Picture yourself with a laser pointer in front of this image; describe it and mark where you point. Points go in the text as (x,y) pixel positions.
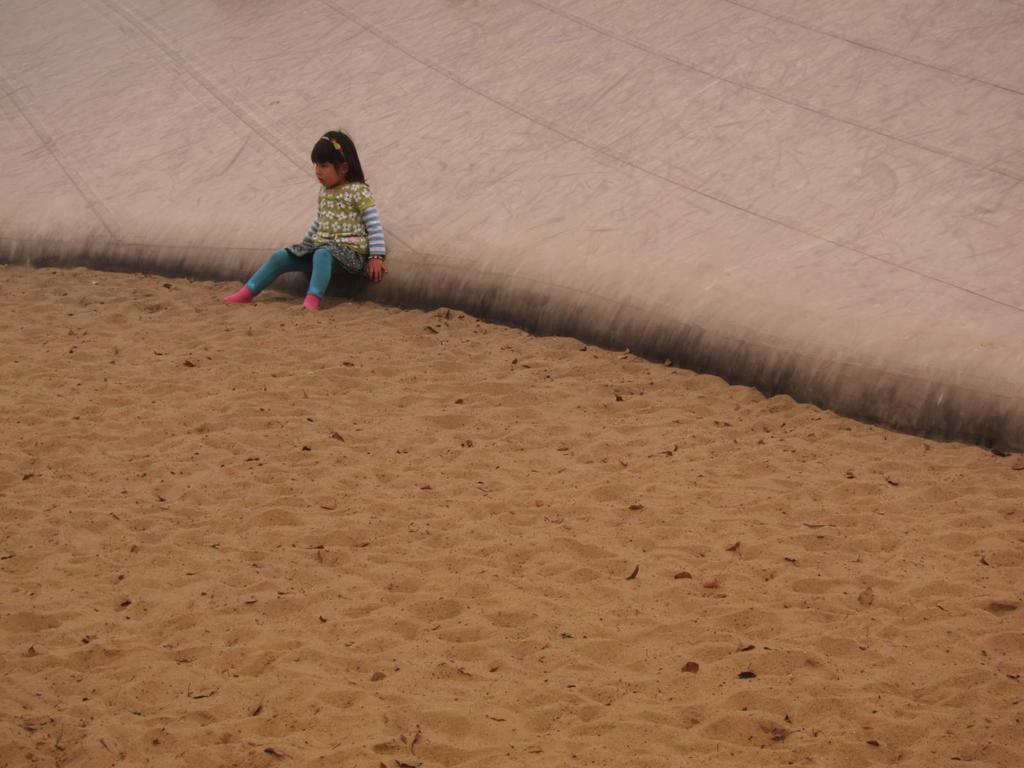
In the picture we can see a child (359,197) wearing dress (308,247) is sitting on the white color surface (661,249). Here we can see the sand (430,659).
